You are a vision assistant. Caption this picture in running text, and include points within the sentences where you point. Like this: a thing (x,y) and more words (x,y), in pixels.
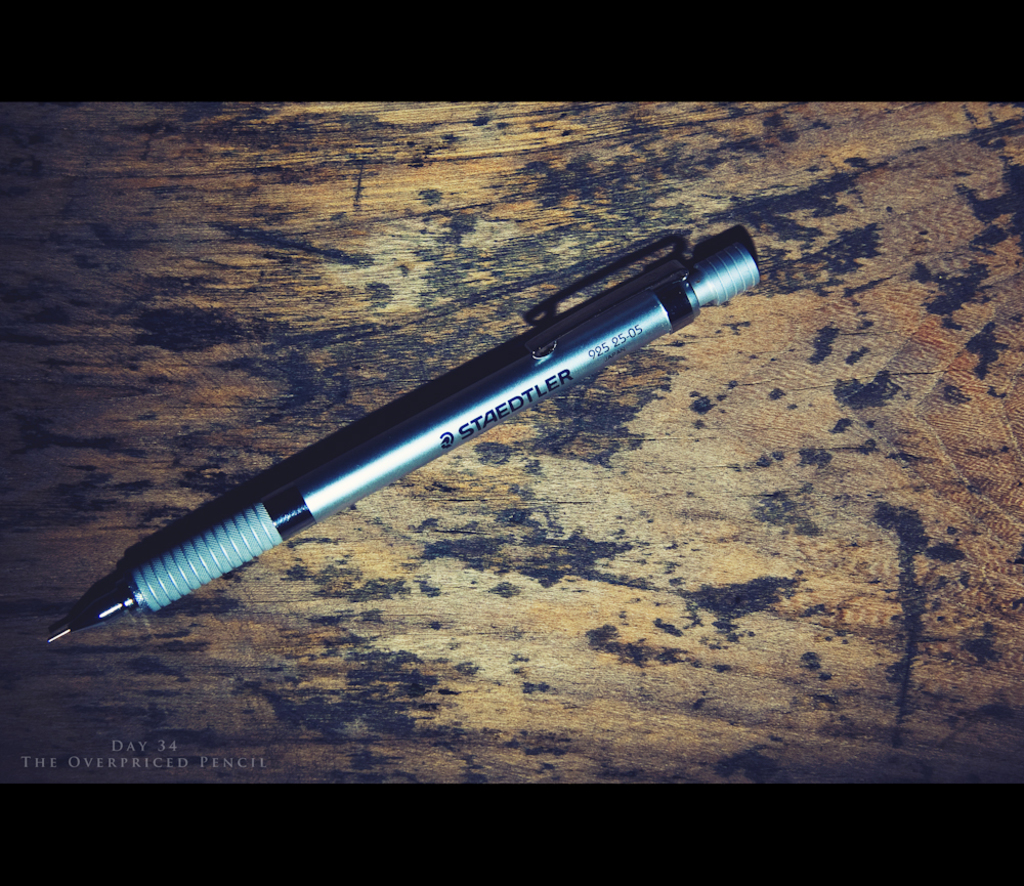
In this picture there is a pen (724,256) in the center of the image (678,301) on a table (493,319).
